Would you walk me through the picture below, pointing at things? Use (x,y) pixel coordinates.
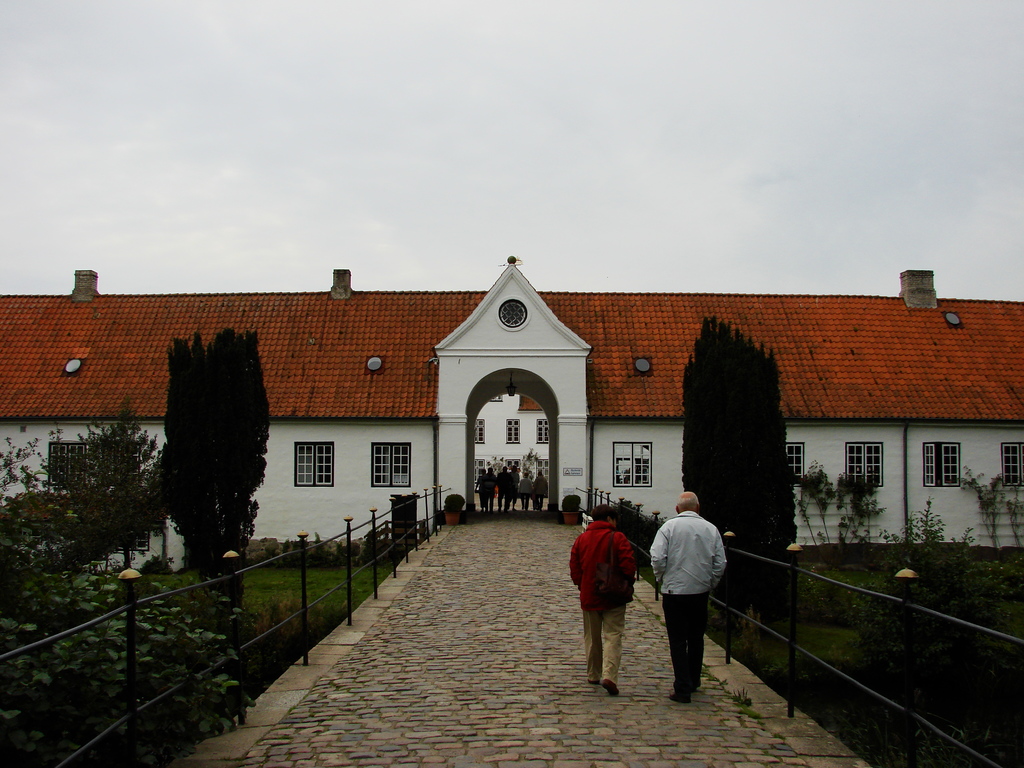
In the foreground (652,561) I can see a group of people (610,660) on the road (616,711), fence (232,638), grass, trees (57,534) and plants (952,561). In the background (189,328) I can see a building (647,358), windows (637,464) and the sky (477,202). This image is taken may be during a day.
